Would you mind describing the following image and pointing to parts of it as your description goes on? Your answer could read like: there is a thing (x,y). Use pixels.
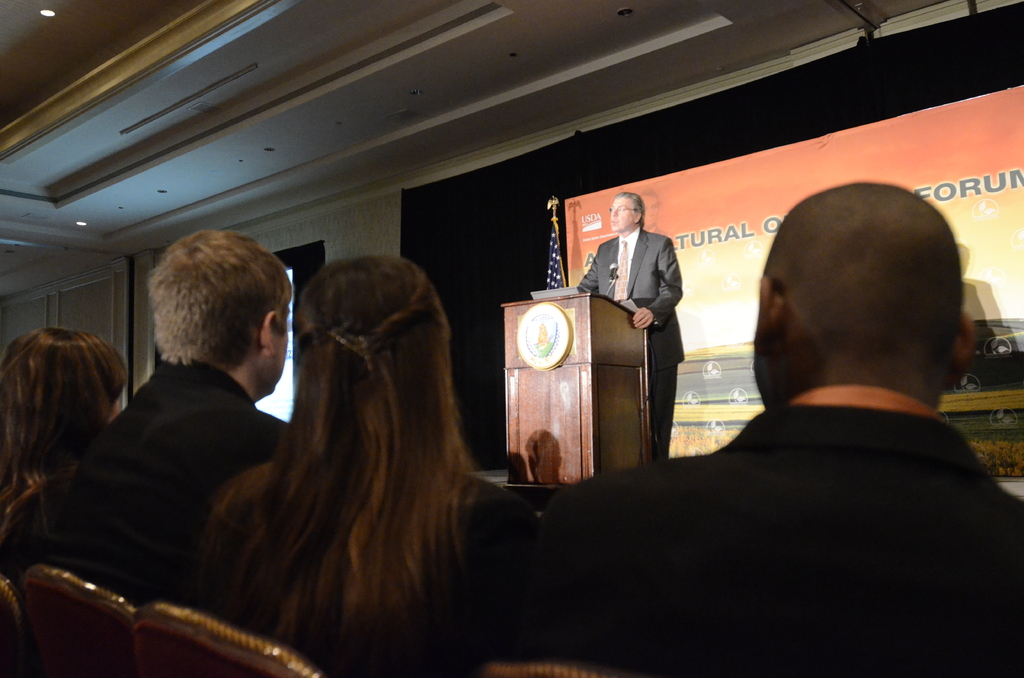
In this image we can see people (259,555) sitting on the chairs (106,598) and watching the man (642,261) who is standing on the stage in front of a podium (599,343). In the background (898,177) we can see the banner (988,224) with text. At the top (365,36) there is ceiling (342,77) with the ceiling lights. We can also see the black color curtain (870,81).
